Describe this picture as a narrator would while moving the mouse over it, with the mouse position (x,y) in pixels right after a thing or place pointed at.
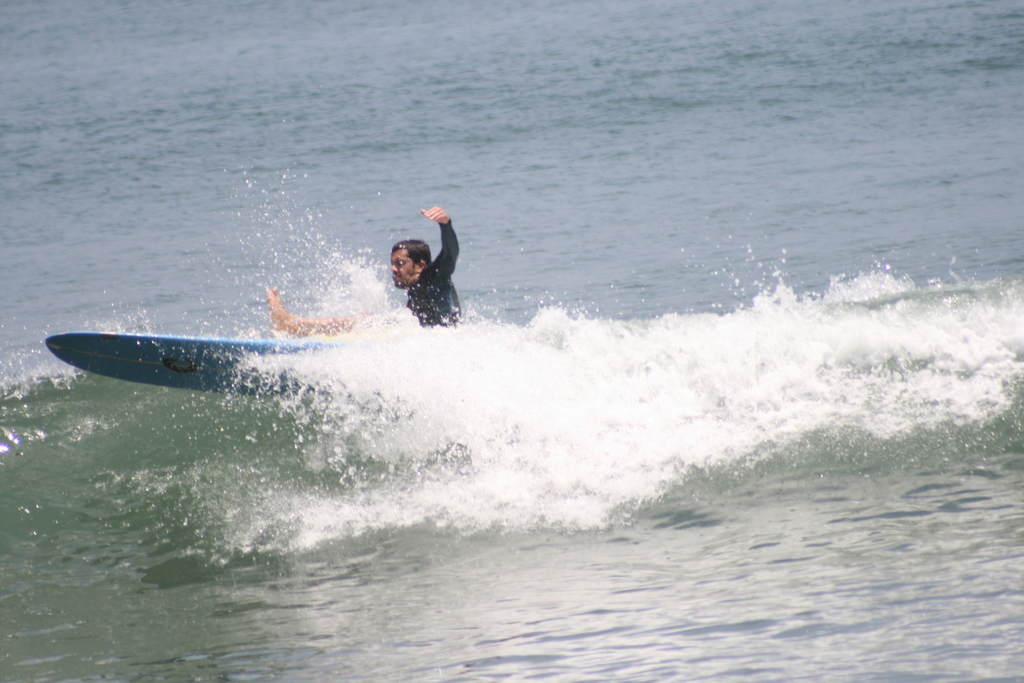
In this picture I can see a person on the surfboard (240,383), which is on the water (586,299).
